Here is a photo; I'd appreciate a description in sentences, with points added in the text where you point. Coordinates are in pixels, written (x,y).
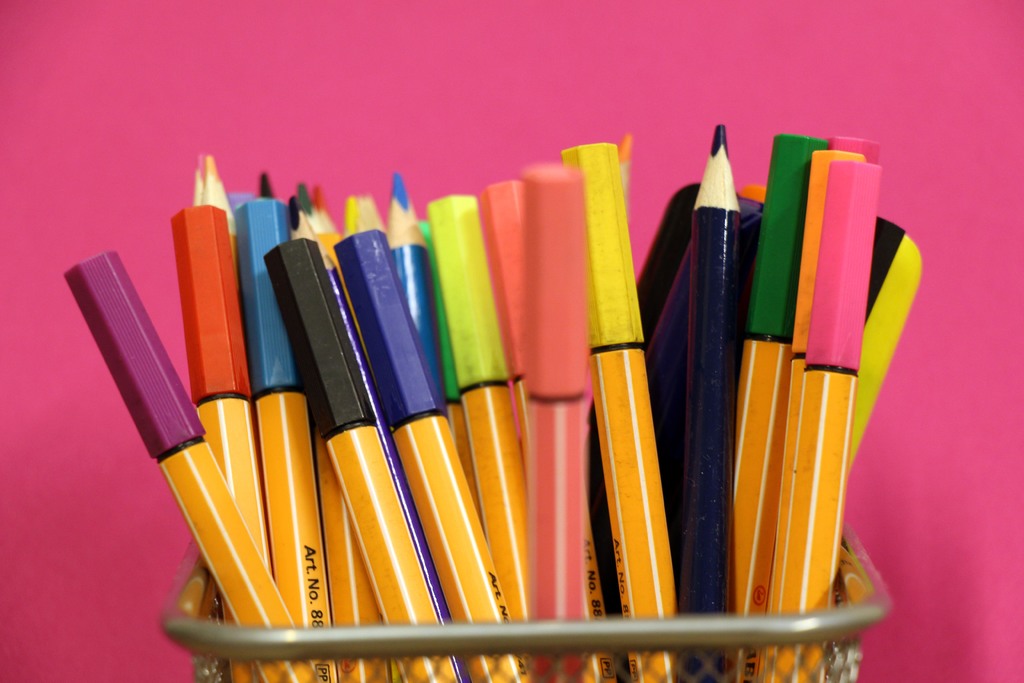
In this image I can see the metal pen pot (735,631) and in it I can see few pens (378,481) and pencils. I can see the pink colored background (5,271).
